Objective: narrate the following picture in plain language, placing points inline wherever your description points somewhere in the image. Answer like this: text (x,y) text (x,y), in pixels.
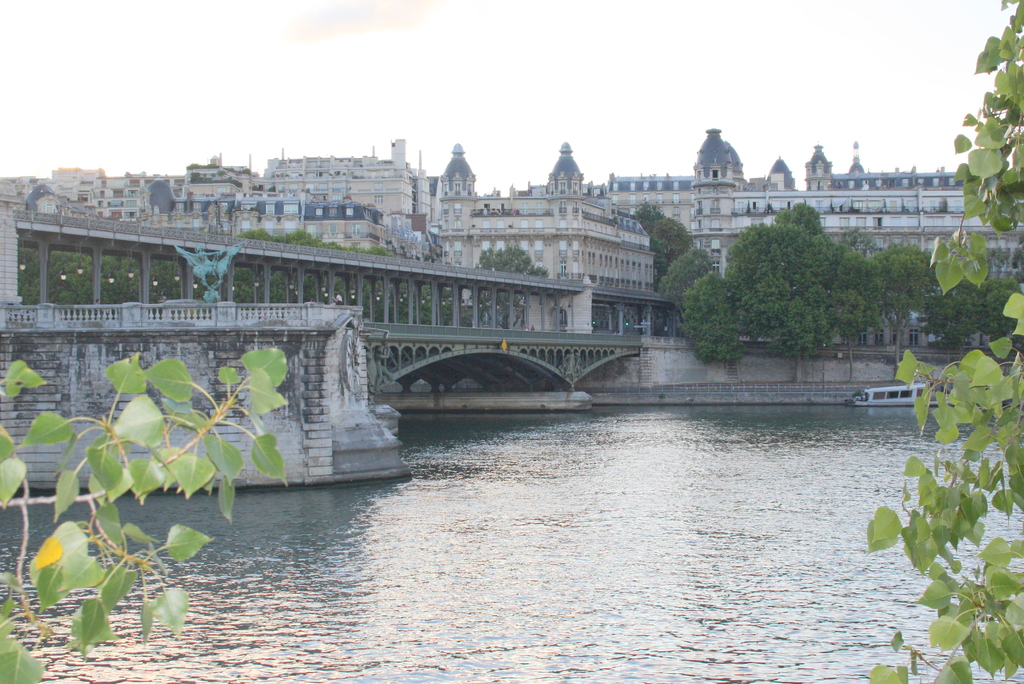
Front we can see green leaves (976,630). Above this water (563,492) there is a bridge (549,385) and boat (858,395). Far there are buildings (602,193) and trees (842,293).
